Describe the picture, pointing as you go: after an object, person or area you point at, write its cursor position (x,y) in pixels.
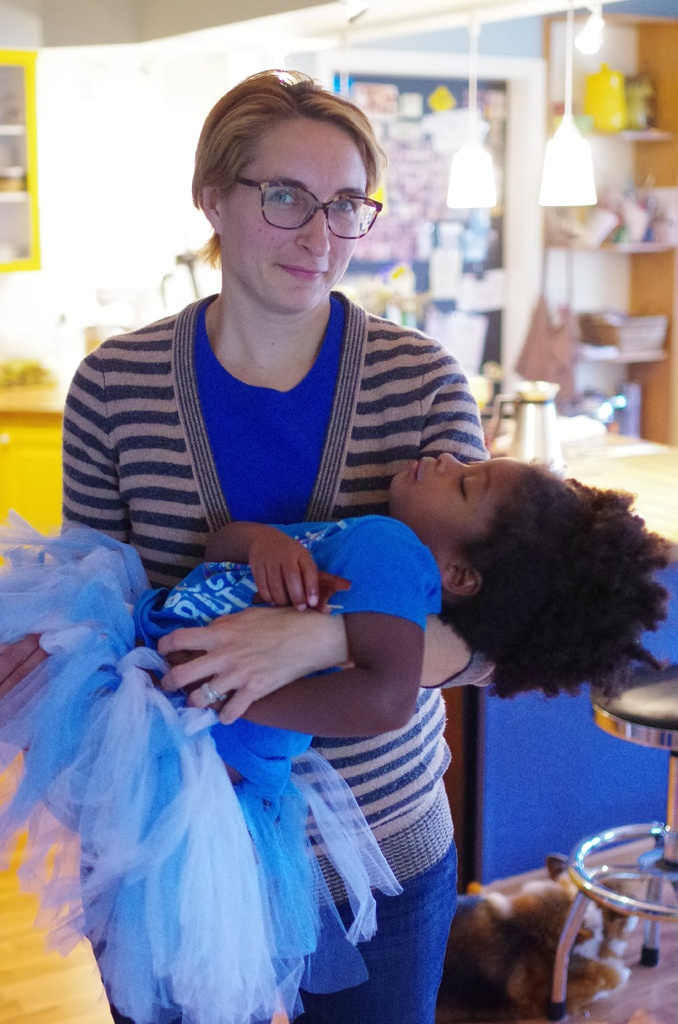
In the picture I can see a woman (239,516) is standing and carrying a girl (230,606). The woman (270,666) is wearing spectacles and smiling. In the background (588,725) I can see a table (583,716), lights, wall (112,225) and some other objects (668,745) on the floor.
